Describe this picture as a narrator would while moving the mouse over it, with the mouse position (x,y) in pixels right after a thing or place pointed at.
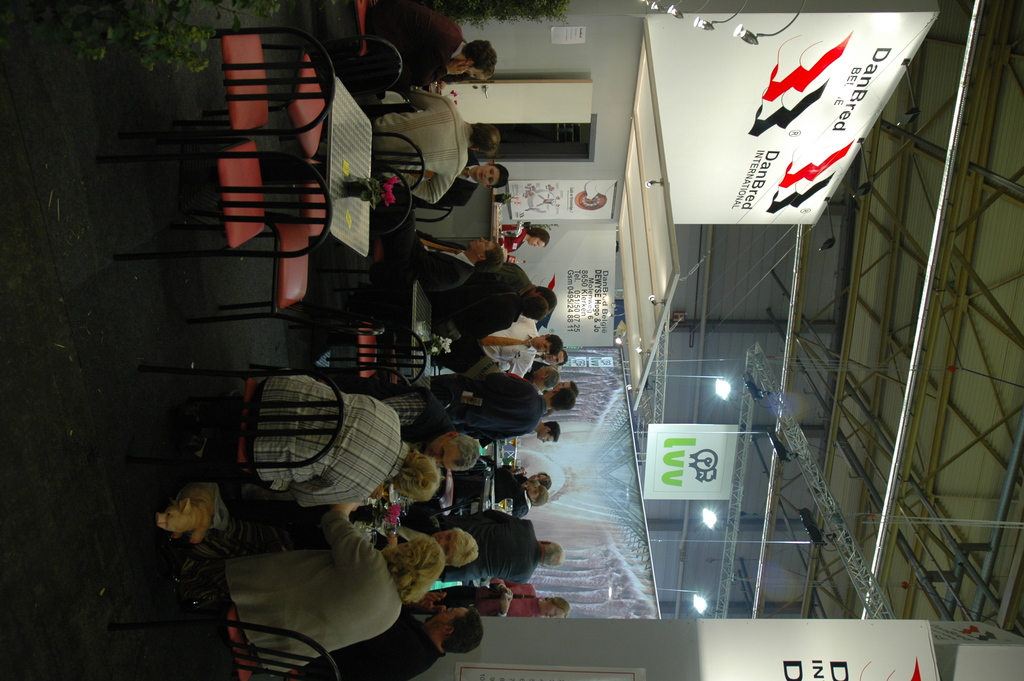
As we can see in the image there are few people (468,395) here and there, chairs (354,274), tables (364,202), wall (595,287) and banners (772,56).
